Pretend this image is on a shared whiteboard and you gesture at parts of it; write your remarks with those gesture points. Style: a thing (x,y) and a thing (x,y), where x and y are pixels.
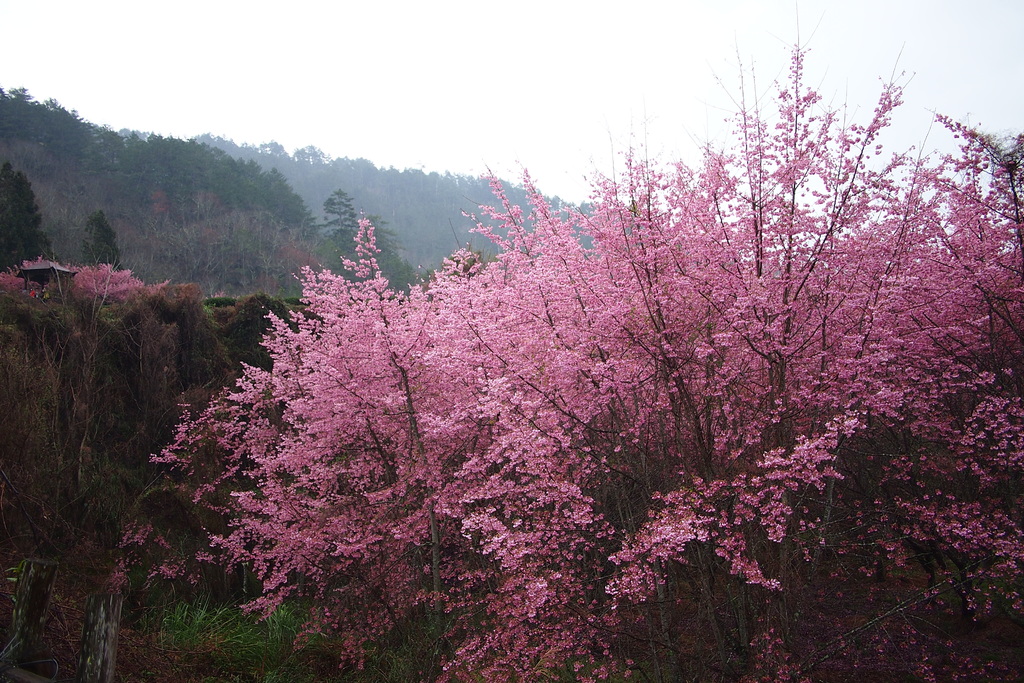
In the picture I can see some flowers (542,379) which are pink in color are grown to the trees (455,309) and in the background of the image (343,228) there are some trees (376,169) and clear sky (494,56).
